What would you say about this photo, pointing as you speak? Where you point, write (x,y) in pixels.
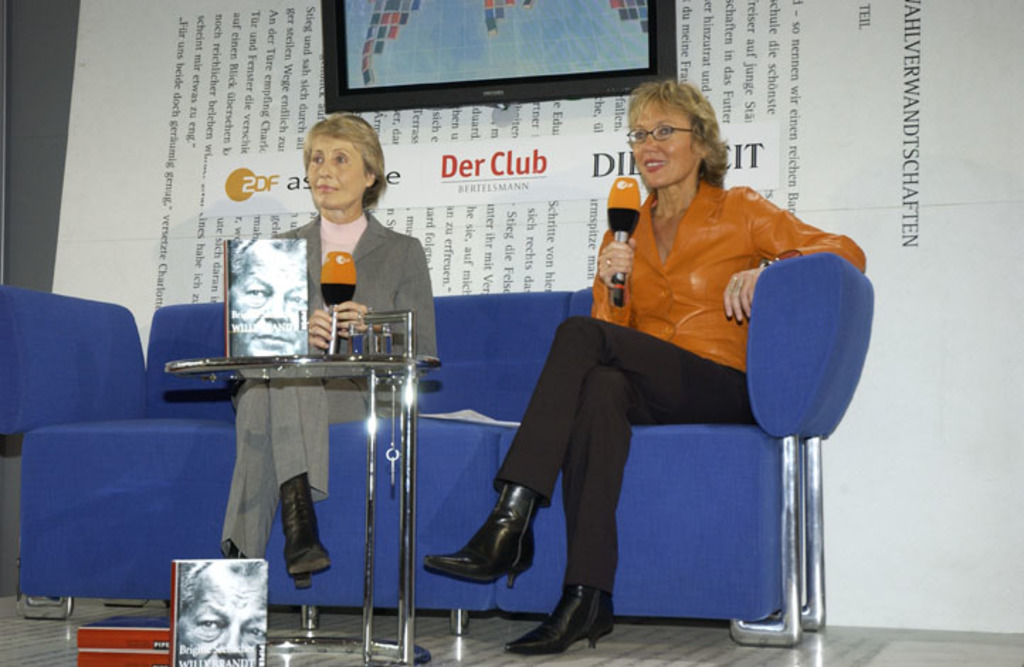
In this image I can see two women (595,341) are sitting on a blue colour sofa (203,543) and I can see both of them are holding mics (628,206). In the front of them I can see a table (406,368) and on it I can see a book (292,311). In the background (464,164) I can see a white colour board (128,128), a television (561,98) and on the board (427,150) I can see something is written. I can also see three more books (172,605) on the bottom left side of this image (219,588).
